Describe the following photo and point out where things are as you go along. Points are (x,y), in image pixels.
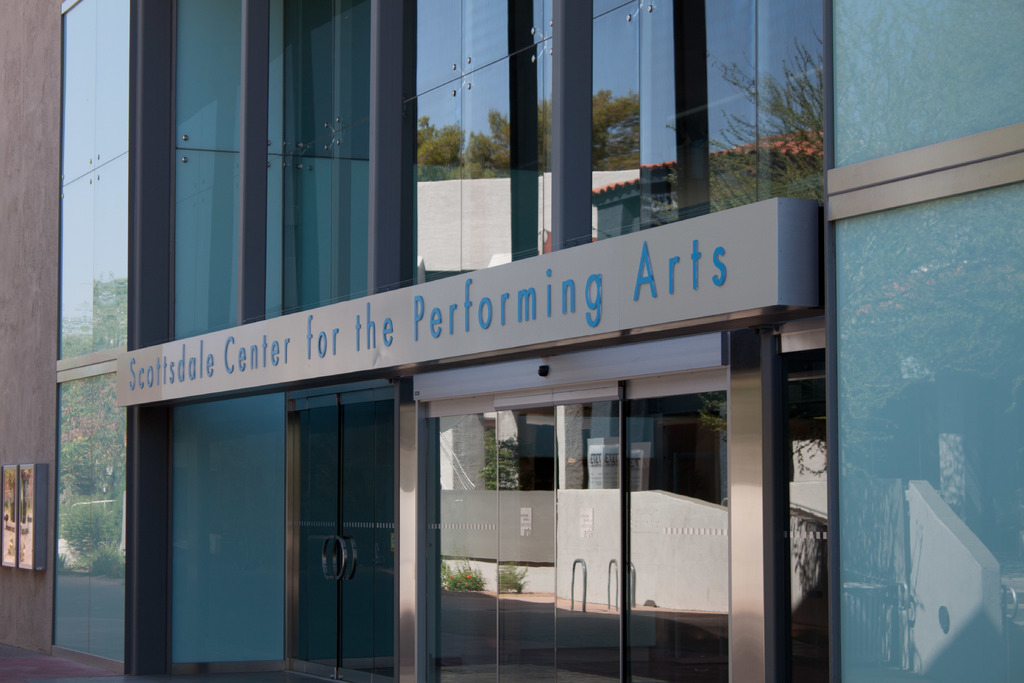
In the picture I can see a building (338,633), glass windows (81,302) and board (693,253). On the glass windows (744,188) there is a reflection (540,62) of building (519,500), plants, boards (638,446), sky (599,51) and trees (498,130).
